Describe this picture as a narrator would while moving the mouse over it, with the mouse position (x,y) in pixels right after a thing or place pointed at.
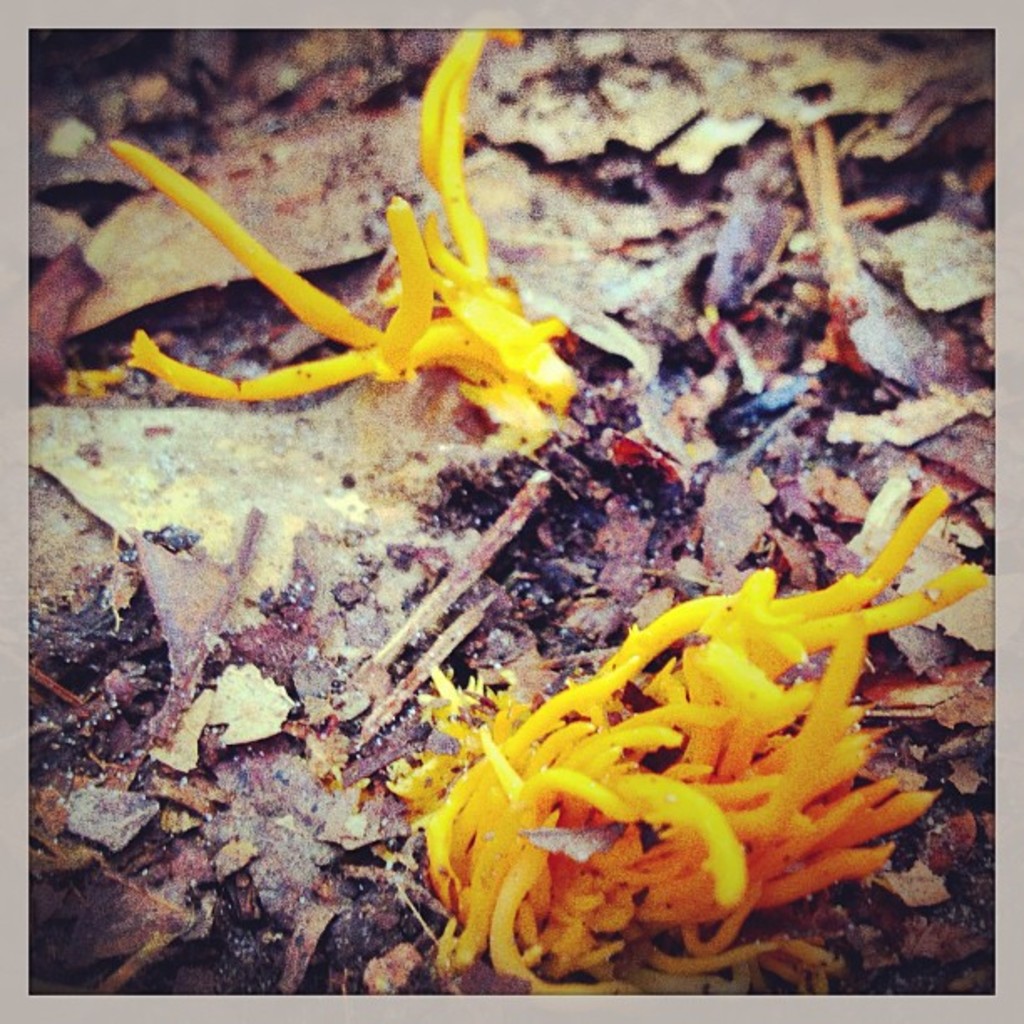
In this picture we can see some leaves (645,413) at the bottom (178,684), it looks like a plant (694,714) in the front (701,759).
